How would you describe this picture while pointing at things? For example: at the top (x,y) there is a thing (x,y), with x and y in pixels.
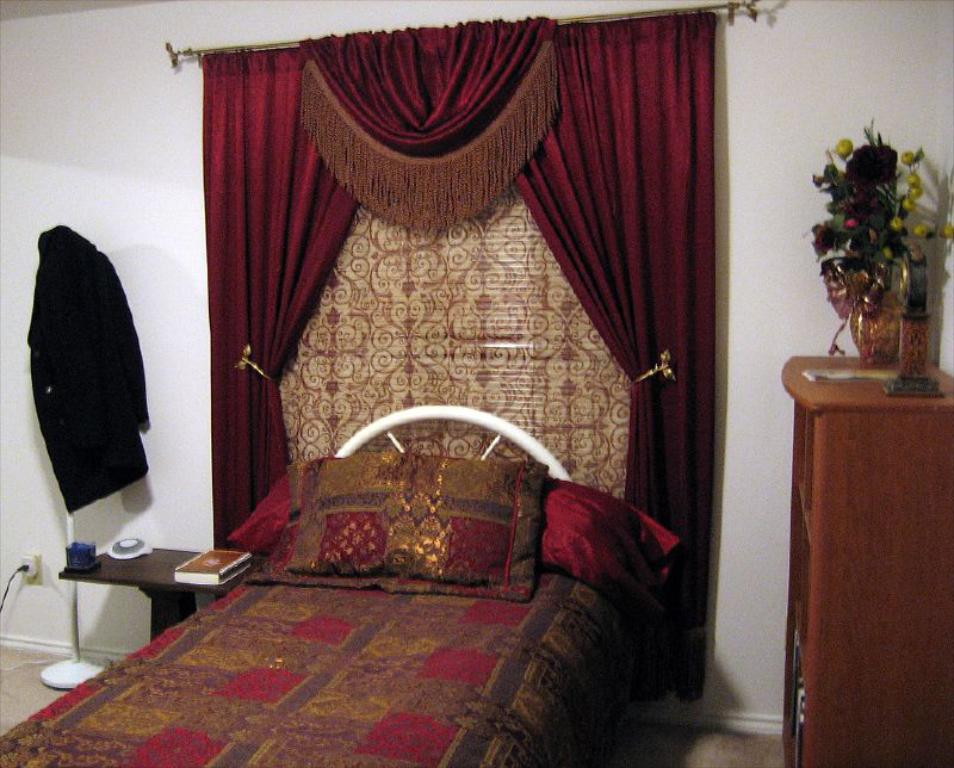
In this image we can see bed (226,702), curtains (230,499), pillows (309,512), shirt (38,354), stool (122,577), book (187,582), cupboard (906,559) and flower vase (829,206). In the background (73,219) there is wall (5,580).
